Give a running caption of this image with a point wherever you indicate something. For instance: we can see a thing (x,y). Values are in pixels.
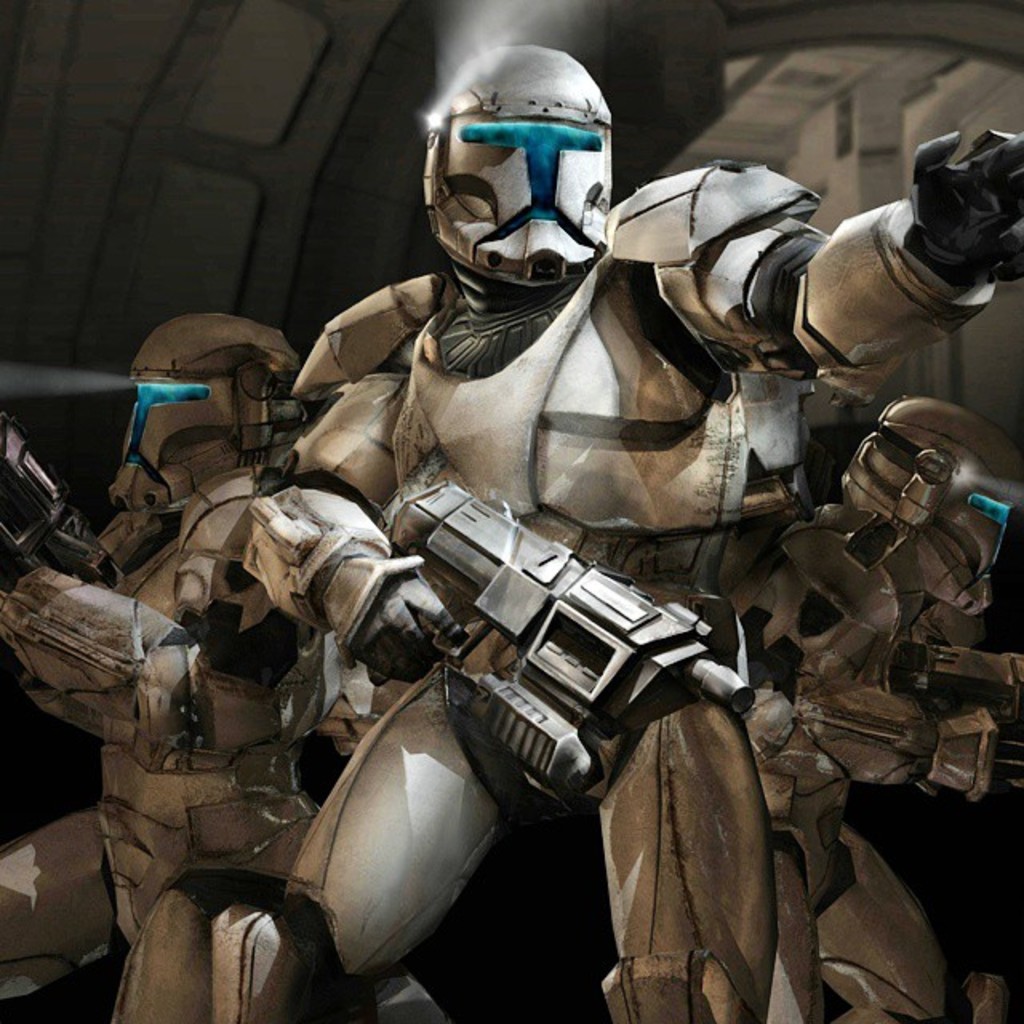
In this picture we can see robots (823,236) holding guns (554,592).
